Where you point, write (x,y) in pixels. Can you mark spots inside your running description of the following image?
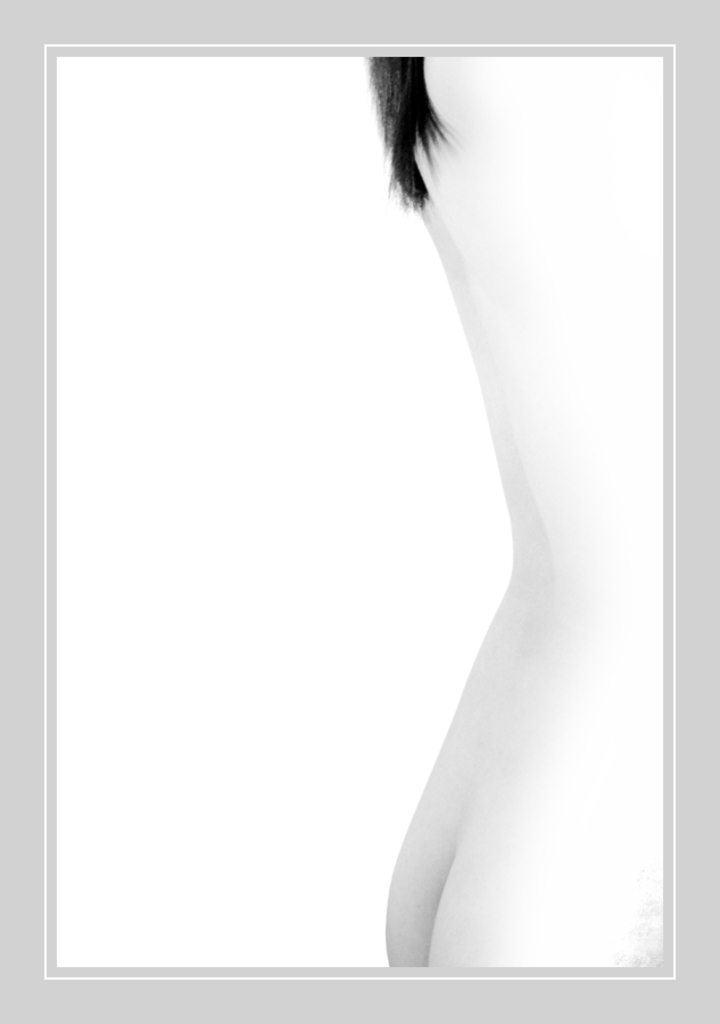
This is a black and white image. There is a person (558,131) at the right (506,86). There is a white background (345,341).
